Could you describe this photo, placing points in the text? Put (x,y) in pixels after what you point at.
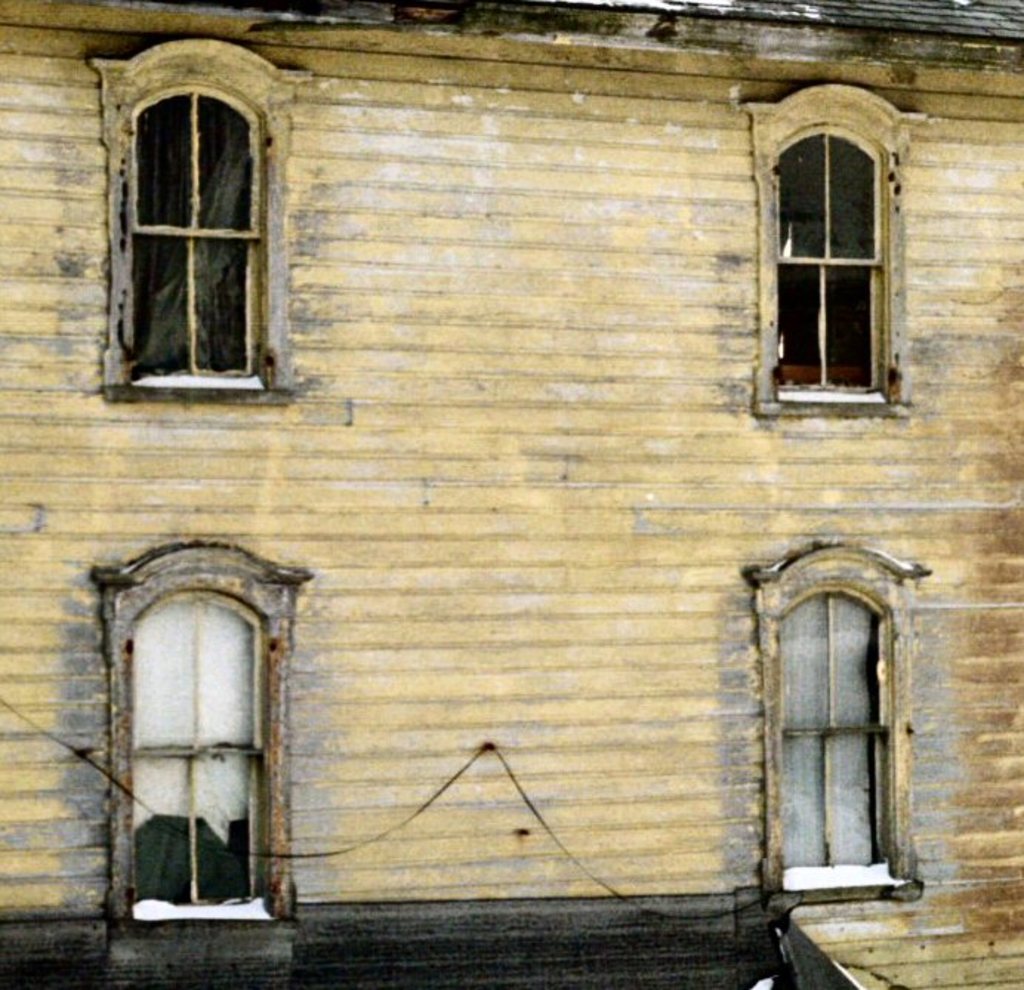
In this picture, we see a building (555,602) or a wall (551,492) in light yellow color. It has the windows (268,789). At the bottom (534,929), it is black in color.
